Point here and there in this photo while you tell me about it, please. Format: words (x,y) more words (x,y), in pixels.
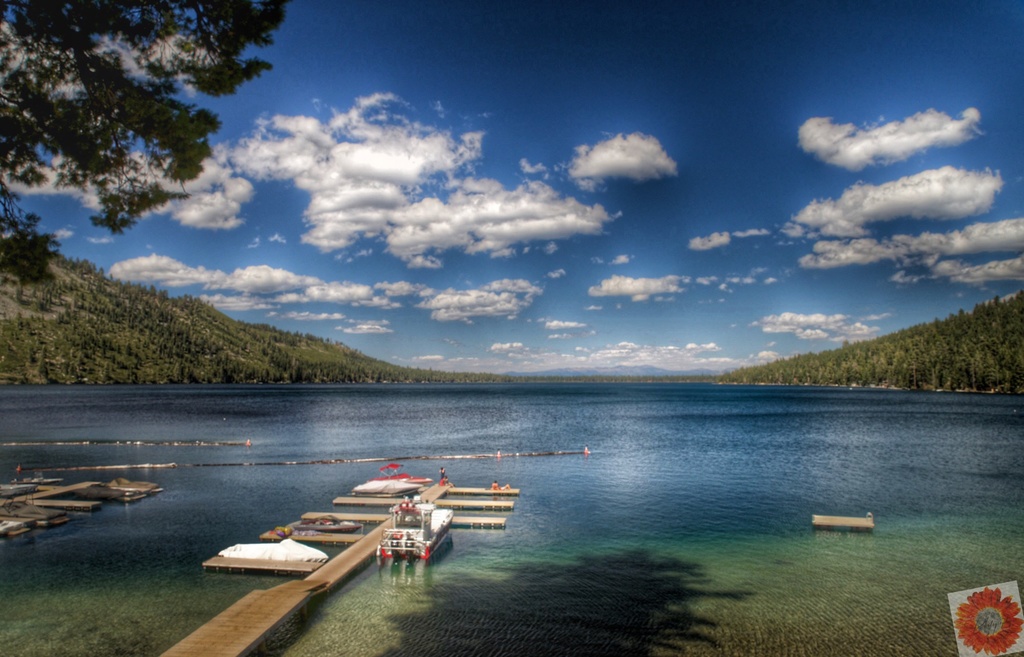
In this picture I can see the wooden platforms (245,637) in front (221,619) and I can see boats (111,494) near to the platforms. In the middle of this picture (501,393) I can see the water (671,438). In the background (100,363) I can see number of trees (297,351) and I can see the sky (458,147). On the top left corner of this picture (168,119) I can see number of leaves (196,64) and on the bottom right corner of this picture (998,644) I can see the watermark (980,640).
